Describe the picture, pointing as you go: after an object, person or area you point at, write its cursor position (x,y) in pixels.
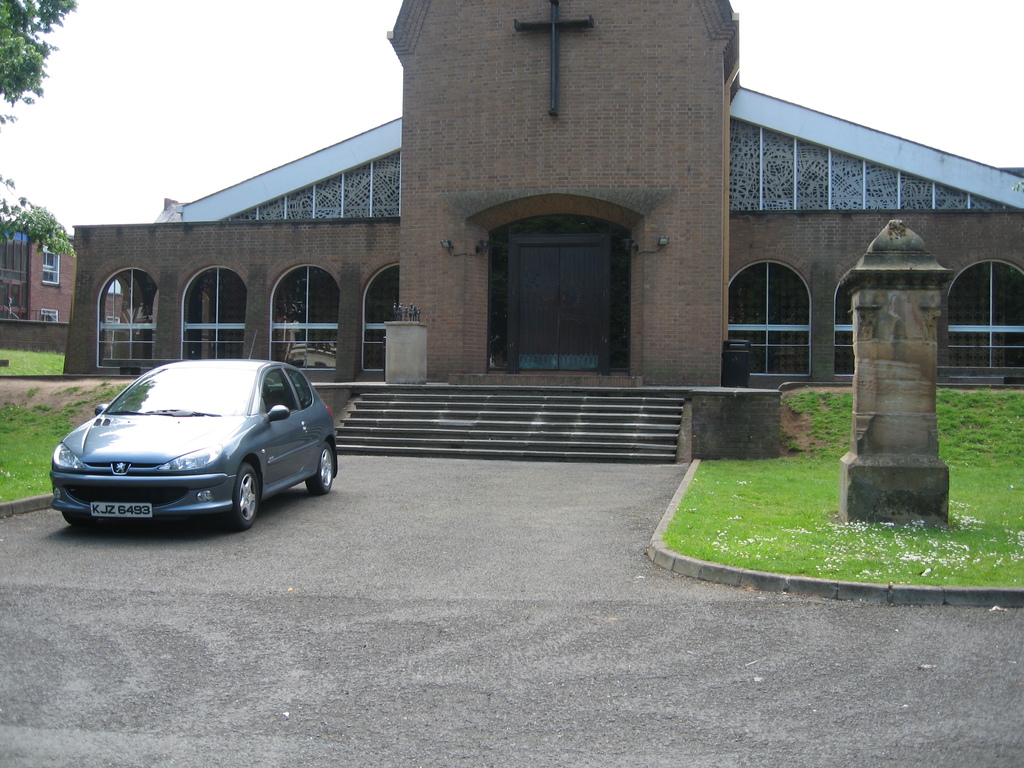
This picture is clicked outside. On the left (310,434) there is a car (239,398) parked on the ground (368,560) and we can see the green grass (801,480) and some other items (911,373). In the center (565,313) we can see the buildings (458,241). In the background (256,36) there is a sky (57,26) and some trees (35,13).
